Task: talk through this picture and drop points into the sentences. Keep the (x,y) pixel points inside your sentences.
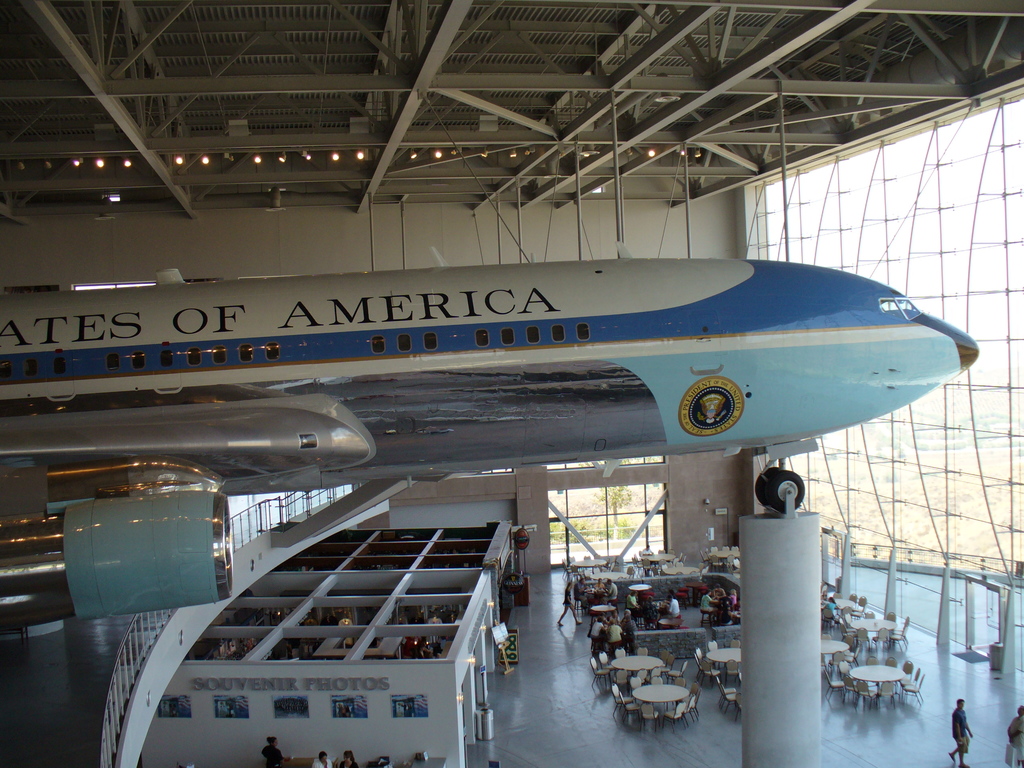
In this picture we can see an aircraft (591,286). There are tables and a few people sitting on the chair (593,662). We can see a few boards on the path (590,729). There are some frames (165,708) on a white surface (168,753). We can see some lights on top (488,153).
